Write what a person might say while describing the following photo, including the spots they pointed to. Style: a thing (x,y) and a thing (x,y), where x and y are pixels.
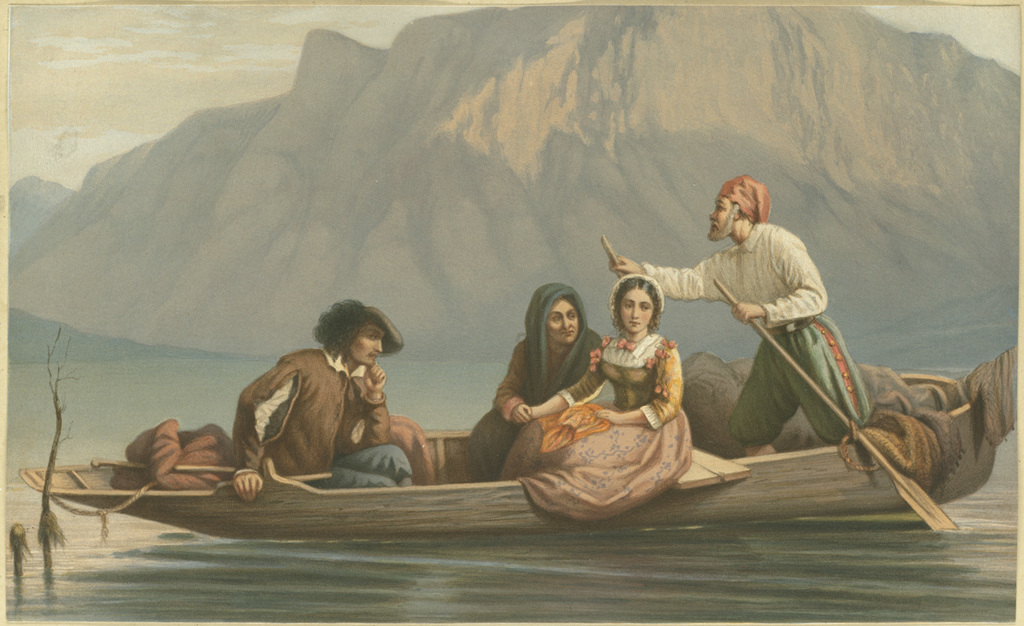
In this image there is a painting (356,477) of the few persons (401,479) sailing in a boat (276,515) on the water (196,417), behind them there is a mountain (557,277).
